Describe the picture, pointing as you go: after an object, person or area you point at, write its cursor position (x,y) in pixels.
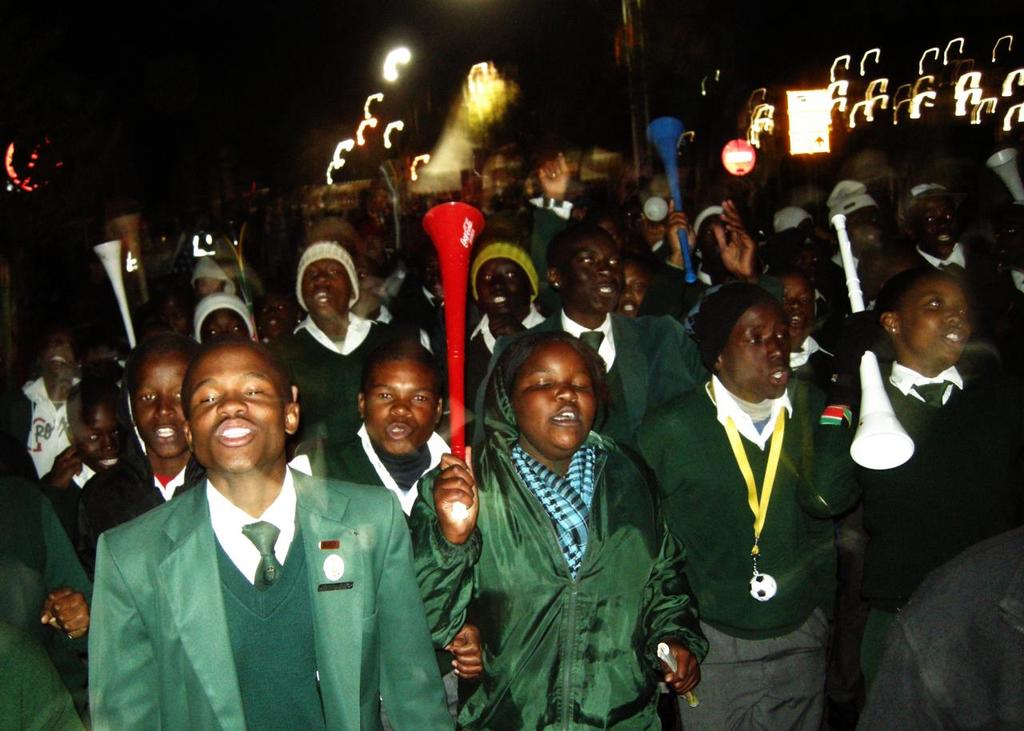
In this image there are a group of people (399,324) who are holding some sticks (446,277), and it seems that they are talking something. In the background (916,109) there are some lights (926,99) and some objects (742,143).
